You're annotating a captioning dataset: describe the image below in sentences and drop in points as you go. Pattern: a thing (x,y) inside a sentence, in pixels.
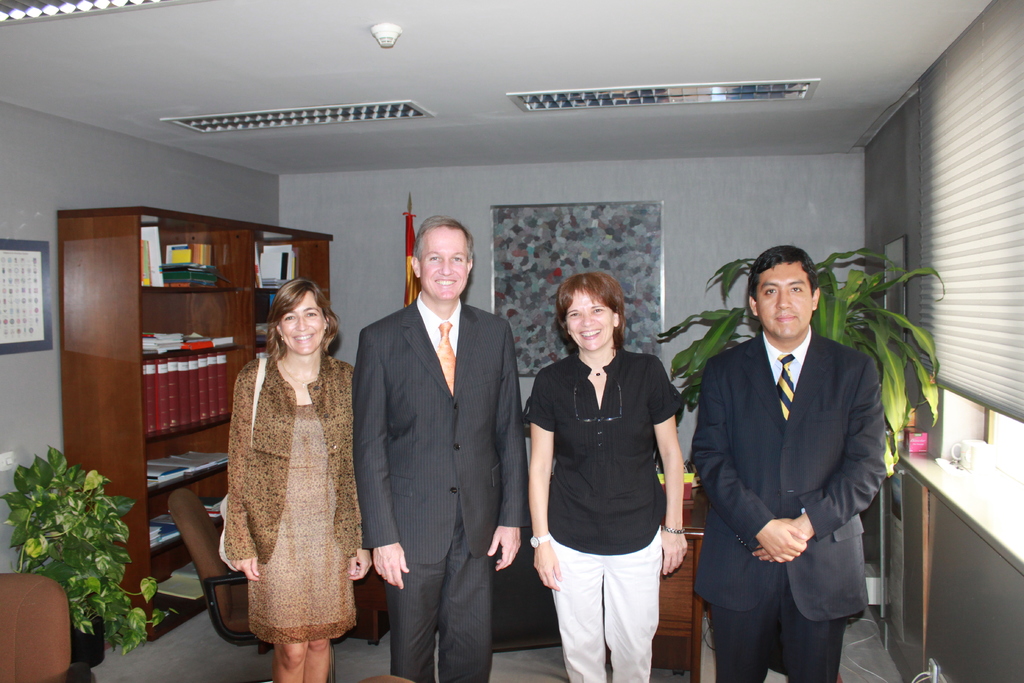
In this picture, there are four people (316,577) standing in a row. Among them, there are two women (631,463) and two men (840,430). Men (833,469) are wearing blazers (780,420). One of the woman (575,642) is wearing black top (591,436) and another woman (315,641) is wearing brown dress (295,515) and carrying a bag (222,532). Towards the left (48,567), there is a plant (81,584) and shelf (130,458) with books (206,283). Behind them, there is a flag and a frame (529,306) to a wall (716,220). Towards the right (1001,302), there is a plant (898,431) and a window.
